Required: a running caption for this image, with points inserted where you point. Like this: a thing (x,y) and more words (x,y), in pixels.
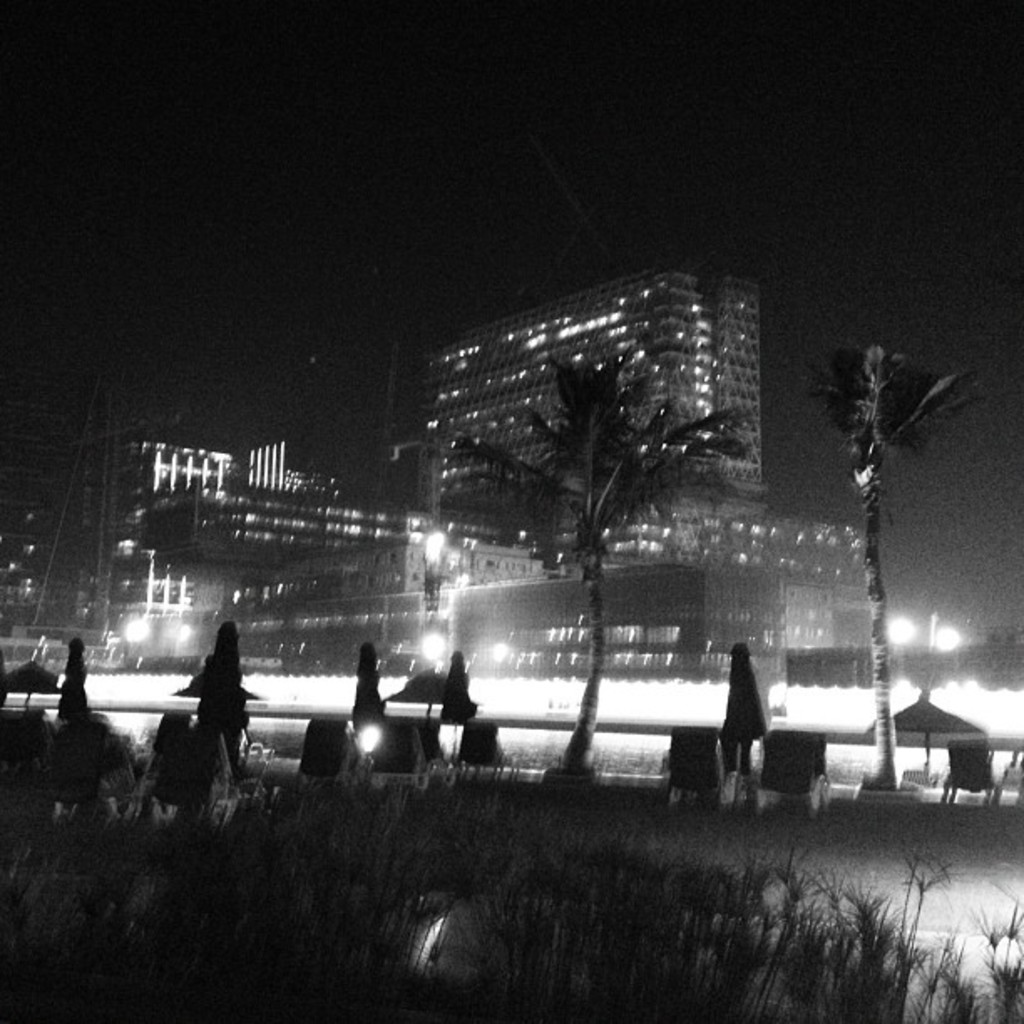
This is the picture of a place where we have some buildings (495,542) to which there are some lights (905,625) and also we can see some plants (177,834) and trees (867,430) around.
